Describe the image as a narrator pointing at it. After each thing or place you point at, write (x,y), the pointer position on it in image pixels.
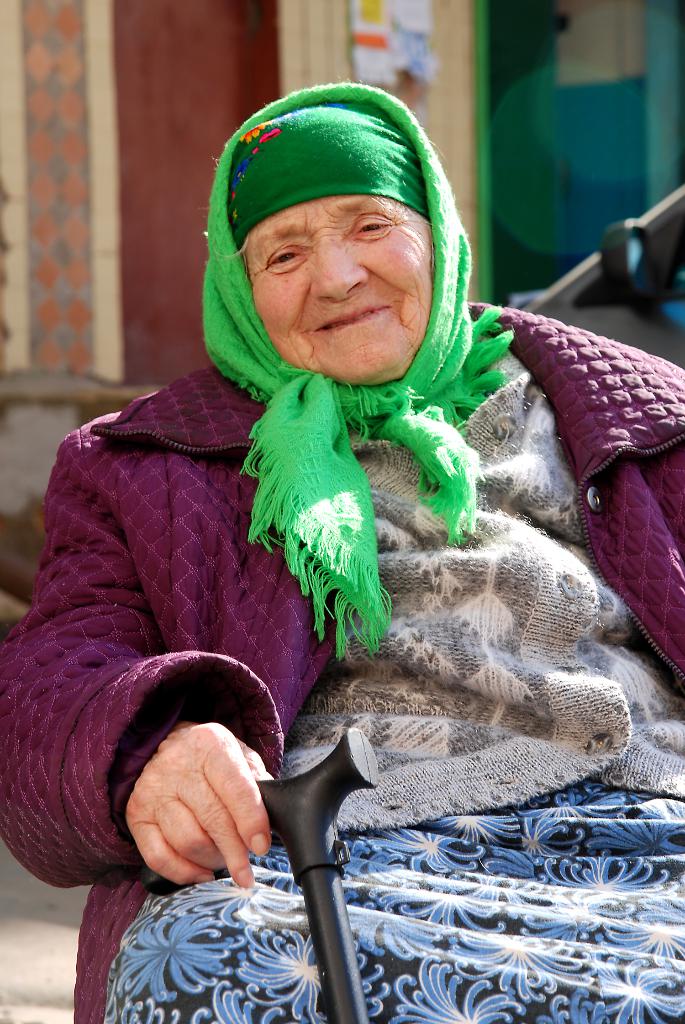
In this image we can see a woman (619,579) wearing dress (306,635) and cap (365,191) is holding a stick (313,869) in her hand (267,820). In the background (170,142), we can see a building (344,55) and a vehicle (581,285).
